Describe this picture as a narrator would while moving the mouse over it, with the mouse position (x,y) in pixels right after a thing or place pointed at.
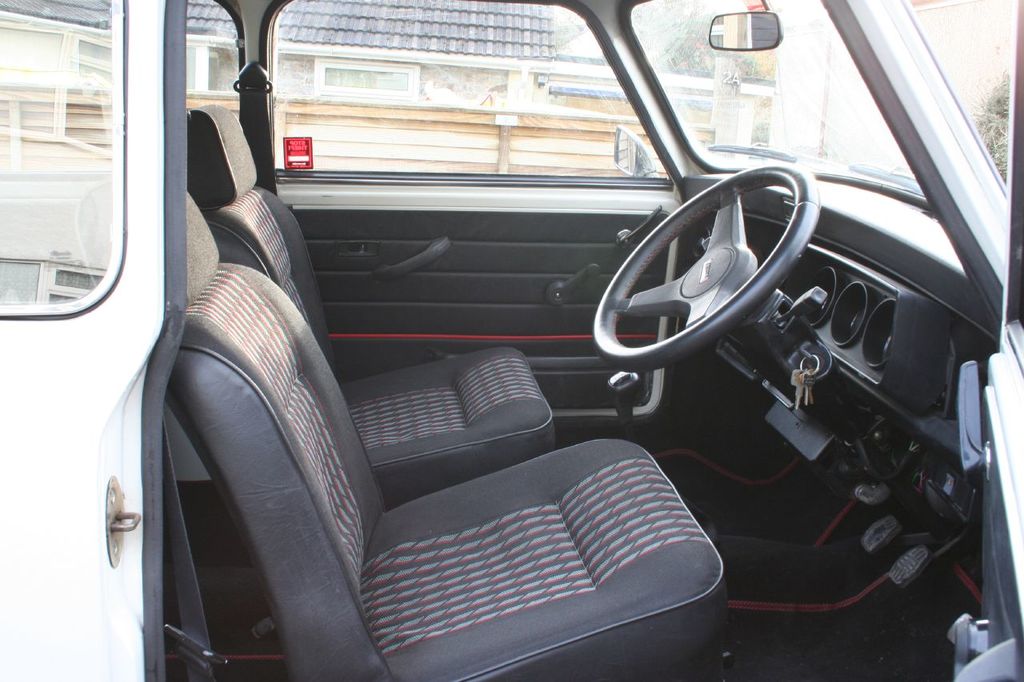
In this image we can see a vehicle (448,235) and the door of the vehicle (394,185) is opened. Through the glass (406,126) of the vehicle (609,16), we can see a house (540,40) and a wall (426,123).
